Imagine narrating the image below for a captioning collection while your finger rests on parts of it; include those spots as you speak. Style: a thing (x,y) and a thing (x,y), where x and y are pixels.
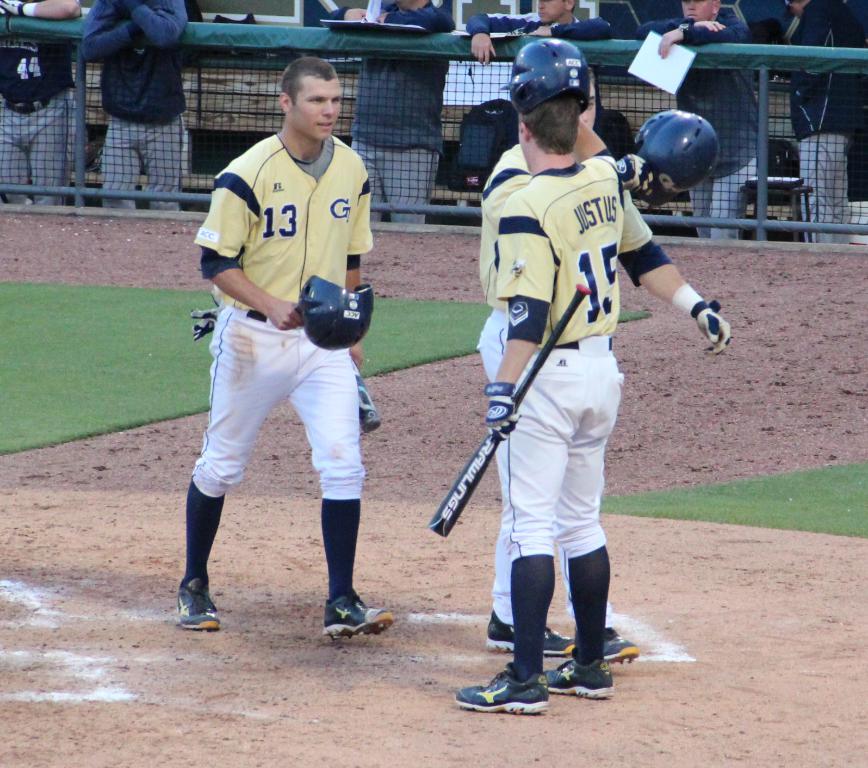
In this image I can see three people (333,449) standing on the ground (306,703). I can see these people (503,443) with helmets (332,345) and two people (345,524) holding the baseball bat (489,462). In the background (426,161) I can see the group of people (388,189) standing at the railing (459,205). I can see few people (390,108) holding the papers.
